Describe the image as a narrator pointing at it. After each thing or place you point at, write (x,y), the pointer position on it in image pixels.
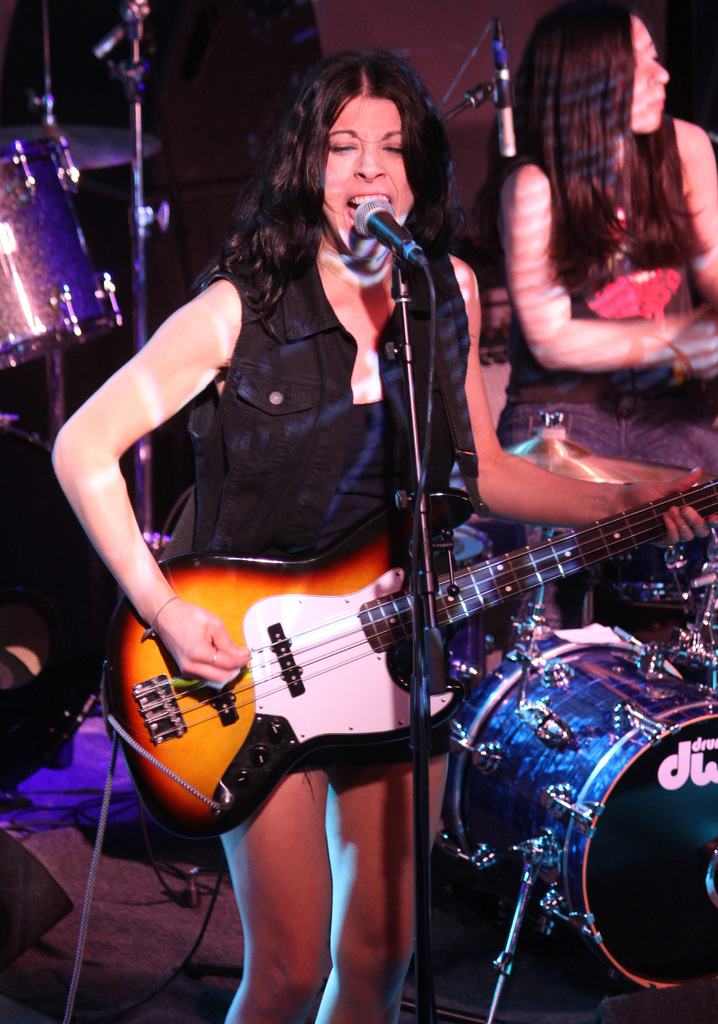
This picture shows a woman (165,605) standing and playing guitar (233,586) and singing with the help of a microphone (365,212) and we see other woman (689,175) standing on the back (689,160) and we see few drums (488,776).
